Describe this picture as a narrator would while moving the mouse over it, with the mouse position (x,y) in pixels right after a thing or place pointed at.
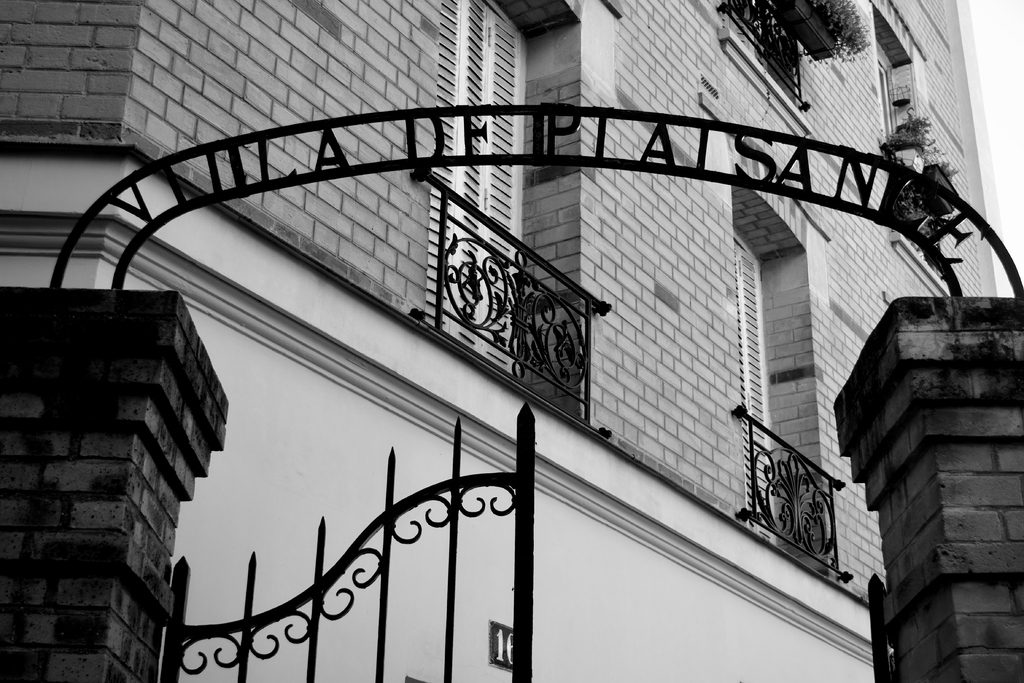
It's an entrance (519,564), there is a building (484,219) in the middle of this image (513,330).
